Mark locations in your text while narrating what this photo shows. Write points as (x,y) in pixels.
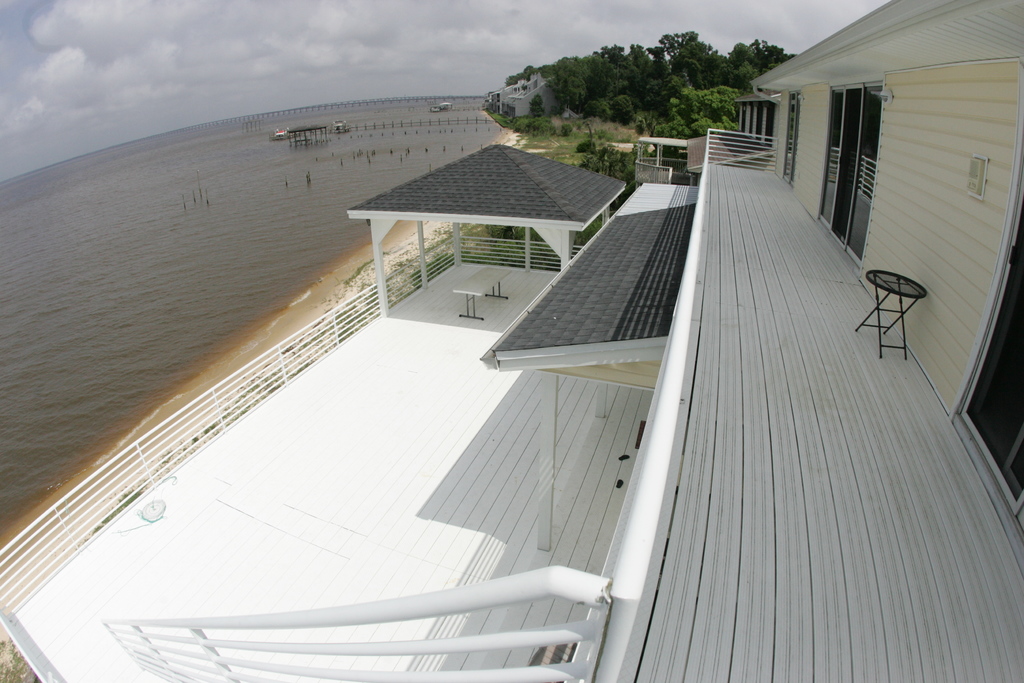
In the picture I can see the water (266,239), a house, roof (557,169), a table (485,288), fence (491,262), balcony (763,361), trees (641,134), glass doors (791,171) and some other objects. In the background (299,150) I can see boats (343,121) on the water (350,136), the sky (313,55) and some other objects (318,130).
